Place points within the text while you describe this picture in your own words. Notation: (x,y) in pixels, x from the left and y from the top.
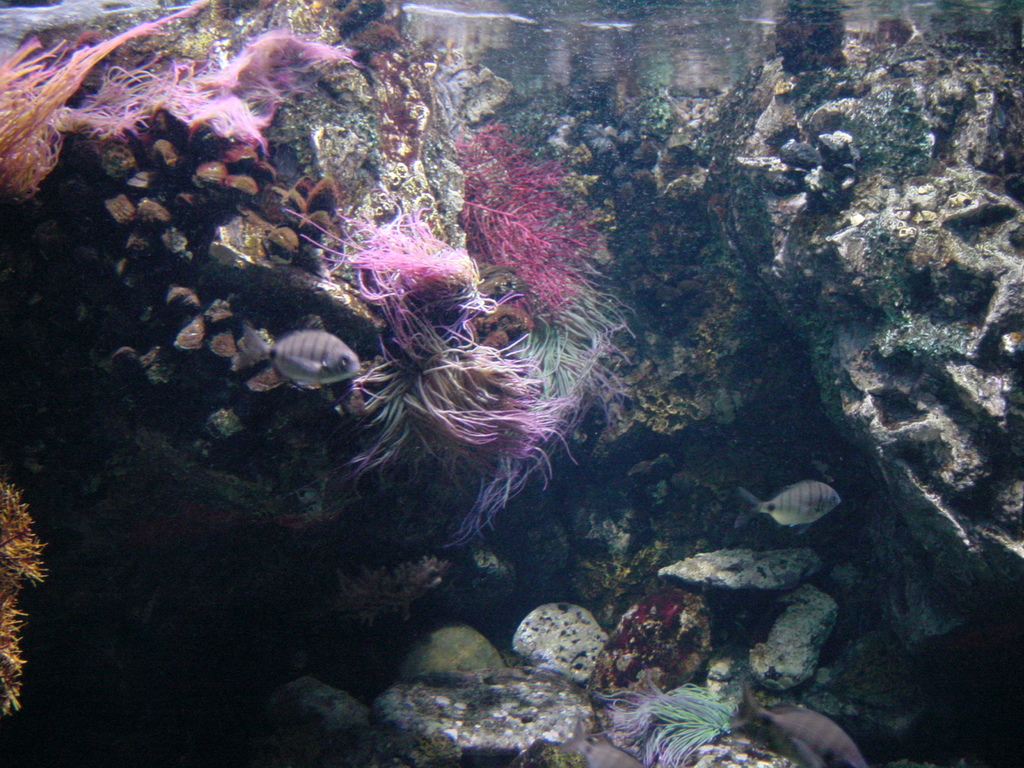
As we can see in the image there are rocks (987,438), water (656,40) and fishes (335,377).
